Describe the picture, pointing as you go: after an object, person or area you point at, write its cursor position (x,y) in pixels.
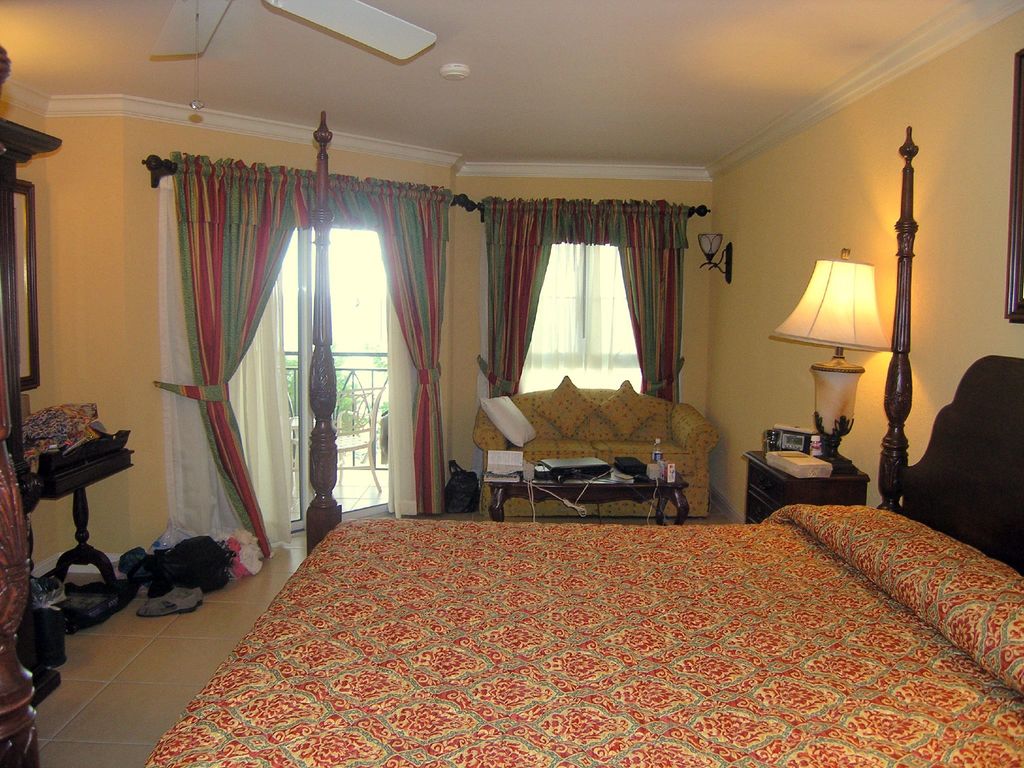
The picture is taken inside a room (228,566). There is bed (861,601) with a printed bed cover (407,677). In the background (568,263) there is curtains (515,247), windows (379,293), a sofa (526,455) is there. In front of it there is a table (566,484) on that table (540,468) there is some books (517,465), bottle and some stuff (648,466). Beside the bed (937,494) there is a table (778,480). On that there is a table lamp (820,380) is there. On the left side (26,291) there is a mirror (18,301). Beside it there are some clothes (193,556) and shoes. On the top (194,53) there is fan (334,33).
